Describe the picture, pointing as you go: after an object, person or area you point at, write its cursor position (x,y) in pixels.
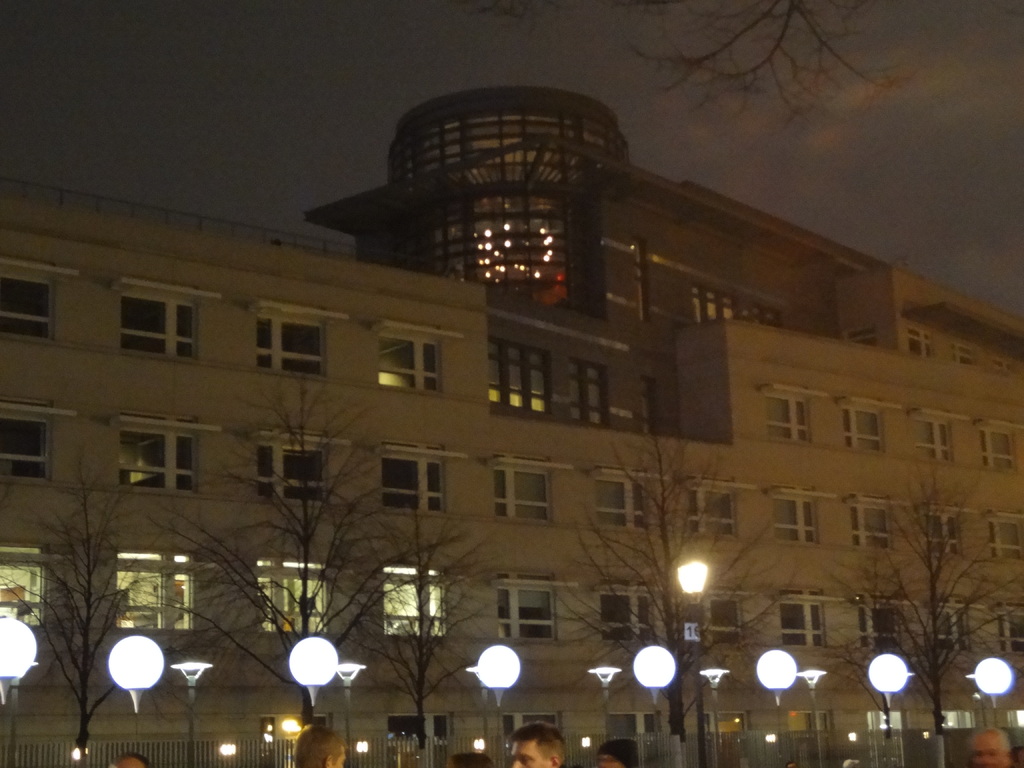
In the image there is a building (241,461) in the back (786,497) with many windows (178,323) all over it with street lights (143,660) and trees (89,642) in front of it and above its sky (682,155) with clouds (839,156), this is clicked at night time.
